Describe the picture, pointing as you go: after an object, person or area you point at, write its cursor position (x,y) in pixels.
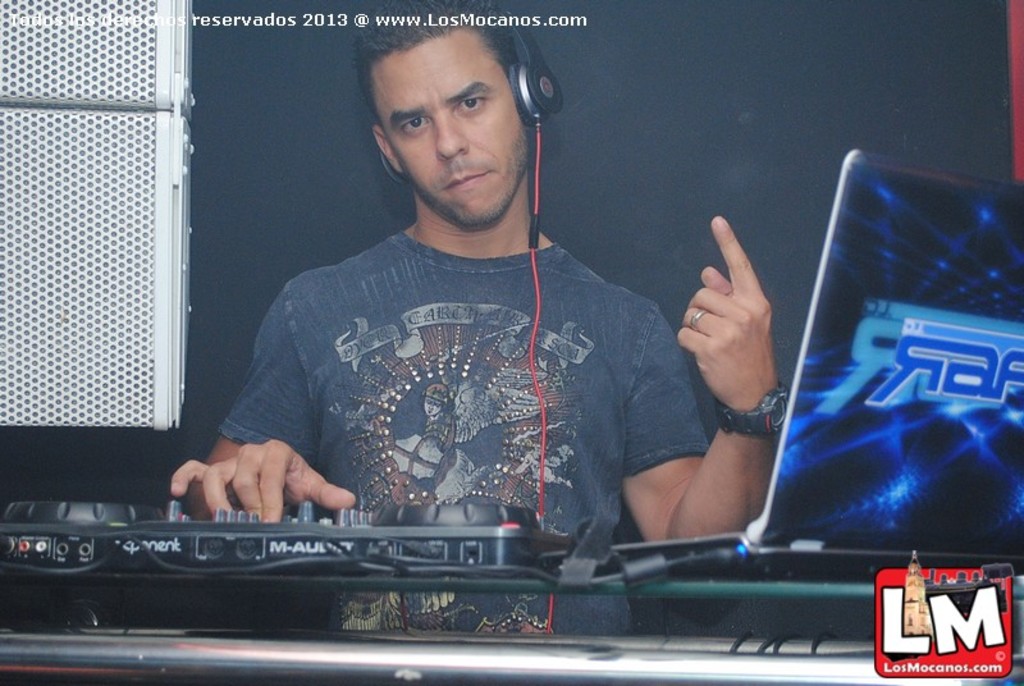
In this picture we can see a person (341,266), here we can see a laptop (860,349), headphones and some objects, in the top left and bottom right we can see some text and a logo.
